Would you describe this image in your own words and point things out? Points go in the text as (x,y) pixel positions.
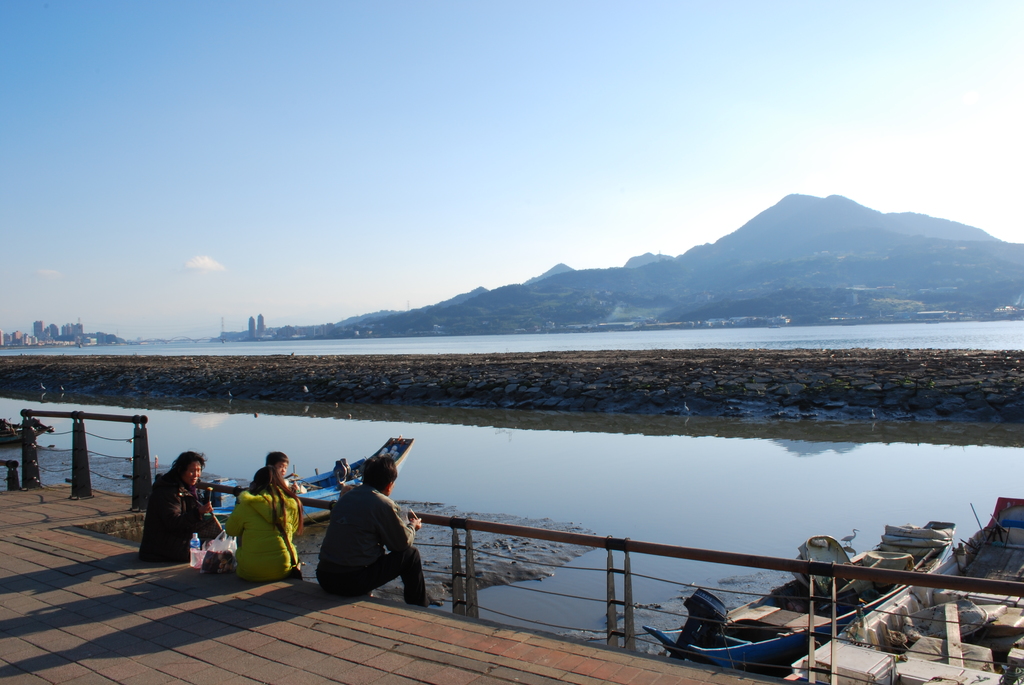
In this image we can see few people (291,504) sitting on the floor (194,608) and there is a bottle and a bag (210,553) beside the person (280,541) and there is a fence (484,521) in front of them and there is water (433,476), there are boats (349,484) and a bird (857,534) near the boat (953,567) and stone (147,380) between the water (813,346) and in the background (822,268) there are buildings (38,333), mountains (448,314) and sky (531,107).
